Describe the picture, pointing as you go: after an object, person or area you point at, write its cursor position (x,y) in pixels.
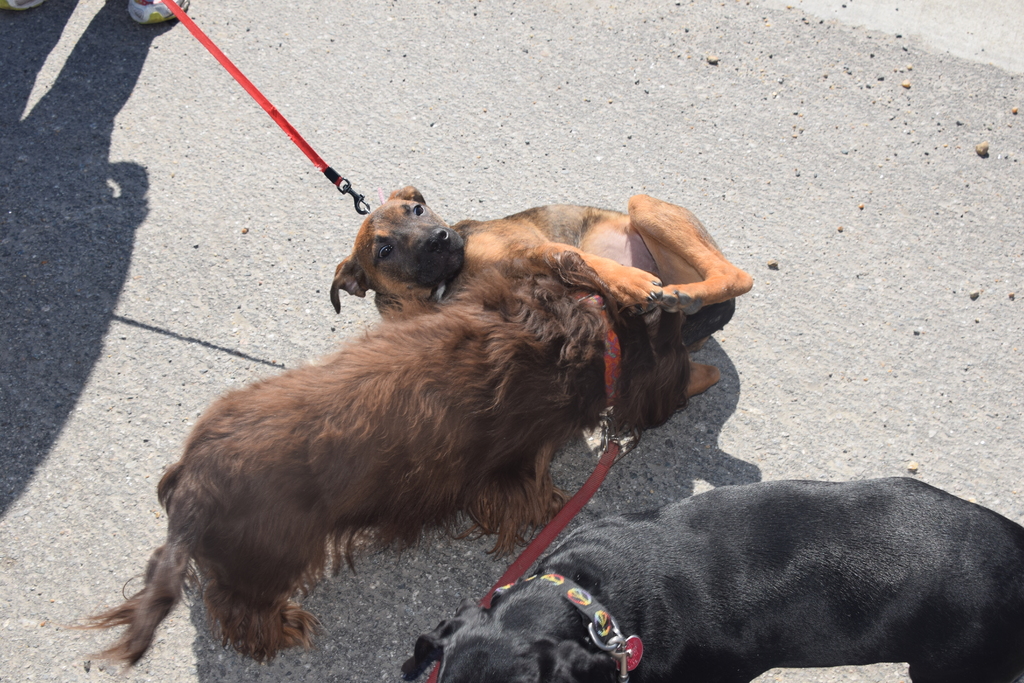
Here in this picture we can see dogs (445,374) present on the road (359,609) and we can see belts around their necks (436,295) and at the left top side (134,31) we can see a shadow (97,70) of a person (145,4) standing on the road (119,42) and holding the belt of a dog (360,275).
